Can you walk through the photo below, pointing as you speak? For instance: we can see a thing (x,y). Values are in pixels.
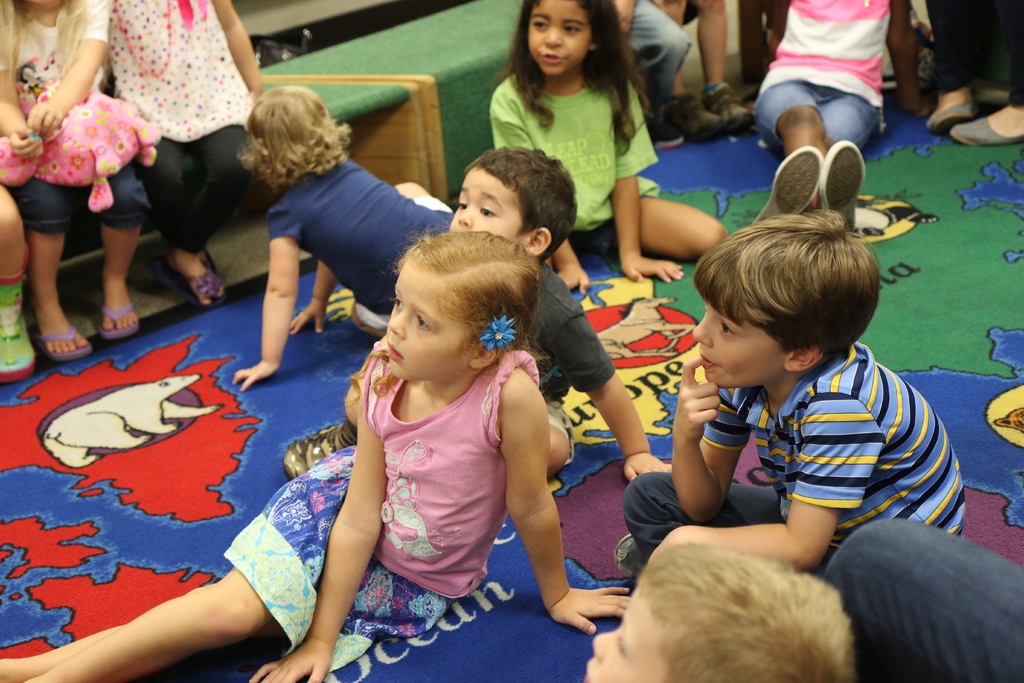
In this image we can see these children (327,226) are sitting on the carpet (1010,348) and these children (173,130) are sitting on the bench (464,89).
